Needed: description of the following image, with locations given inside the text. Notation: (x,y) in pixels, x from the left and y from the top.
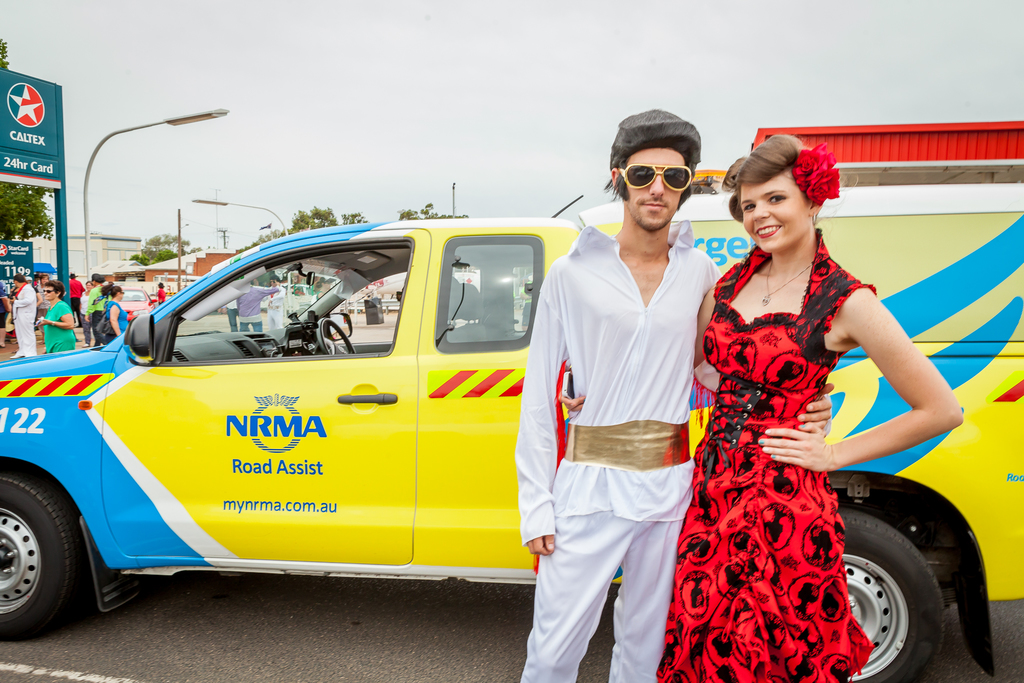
In this picture we can see there are two people (631,329) in the fancy dress (654,319) are standing on the road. Behind the people (655,290) there are vehicles (197,328), some people (122,326) are standing, poles (60,222) with boards (26,121) and lights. Behind the people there are buildings (122,264), trees (153,253) and the sky (518,78).
